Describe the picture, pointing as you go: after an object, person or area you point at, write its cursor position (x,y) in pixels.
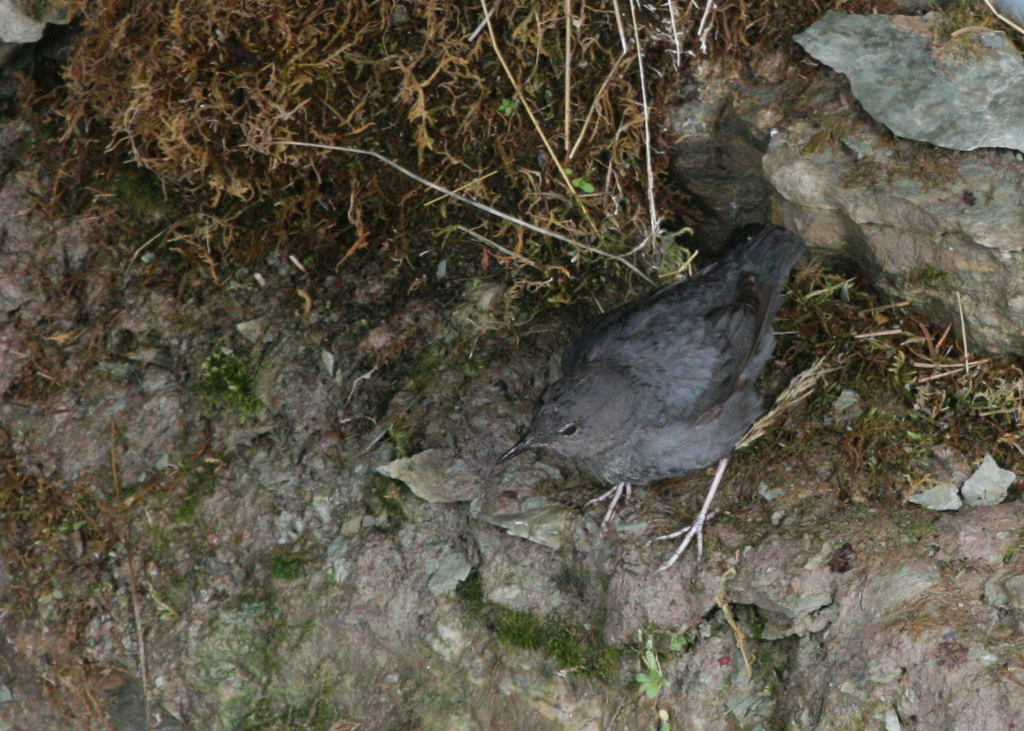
Here we can see a bird (617,452) and there are dried plants (424,161).
